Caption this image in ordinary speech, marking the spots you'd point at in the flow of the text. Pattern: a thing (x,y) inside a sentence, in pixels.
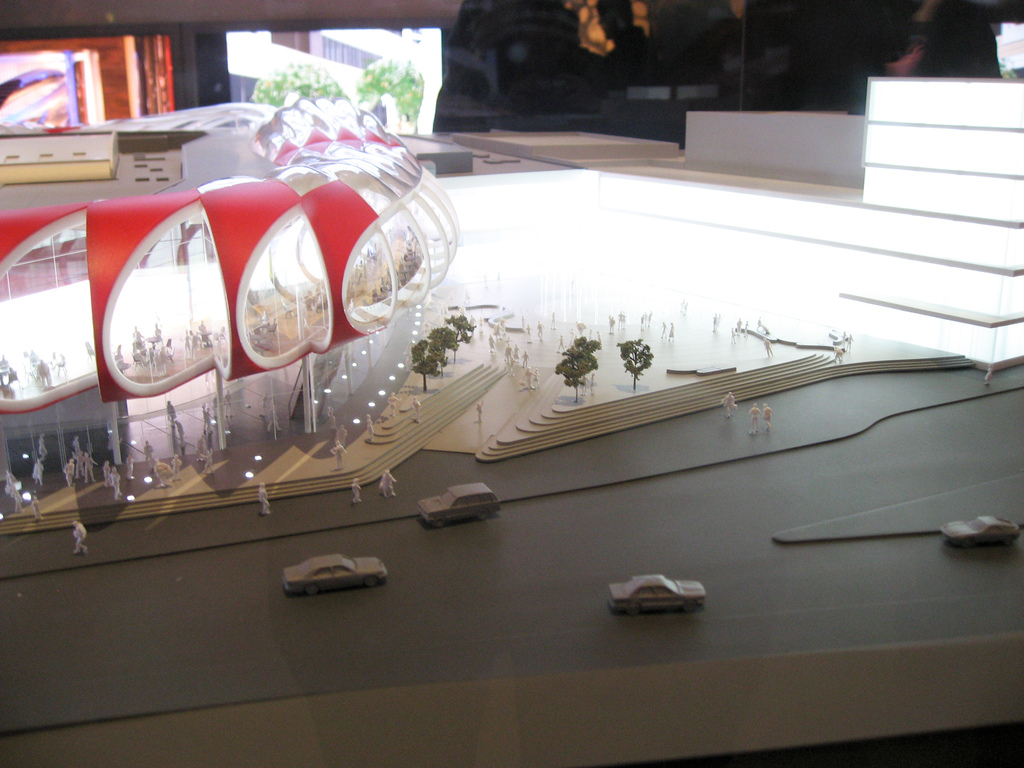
In this picture I can see scale model buildings (915,106), there are toy cars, toy trees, and in the background (678,57) there are some objects (492,84).
